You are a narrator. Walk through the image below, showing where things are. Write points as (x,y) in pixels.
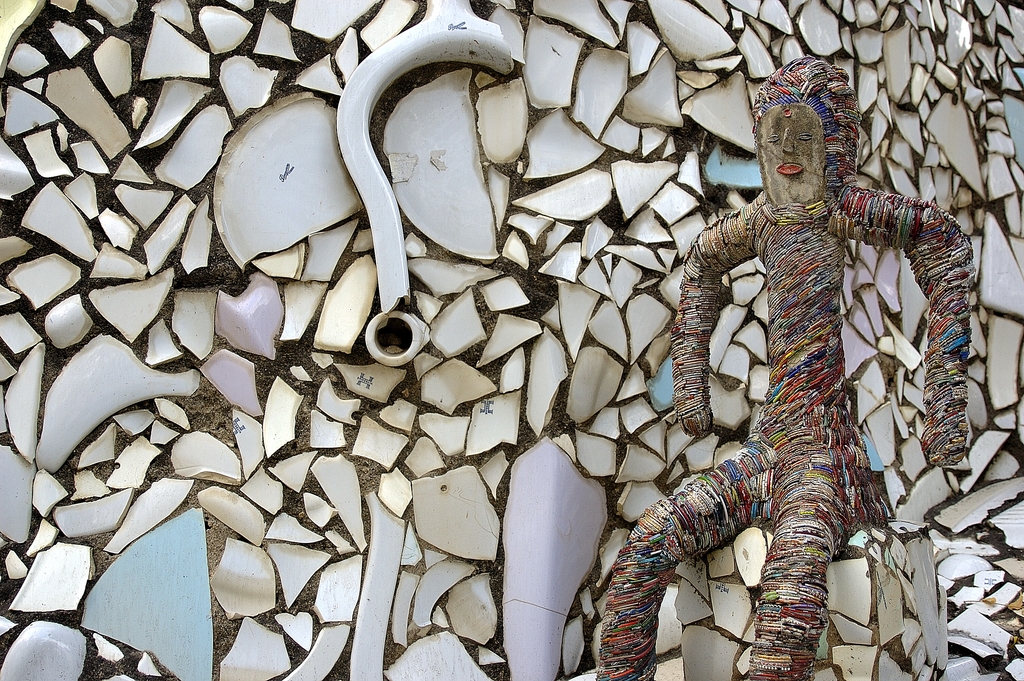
In this image we can see the sculpture (781,493) in the sitting position.
